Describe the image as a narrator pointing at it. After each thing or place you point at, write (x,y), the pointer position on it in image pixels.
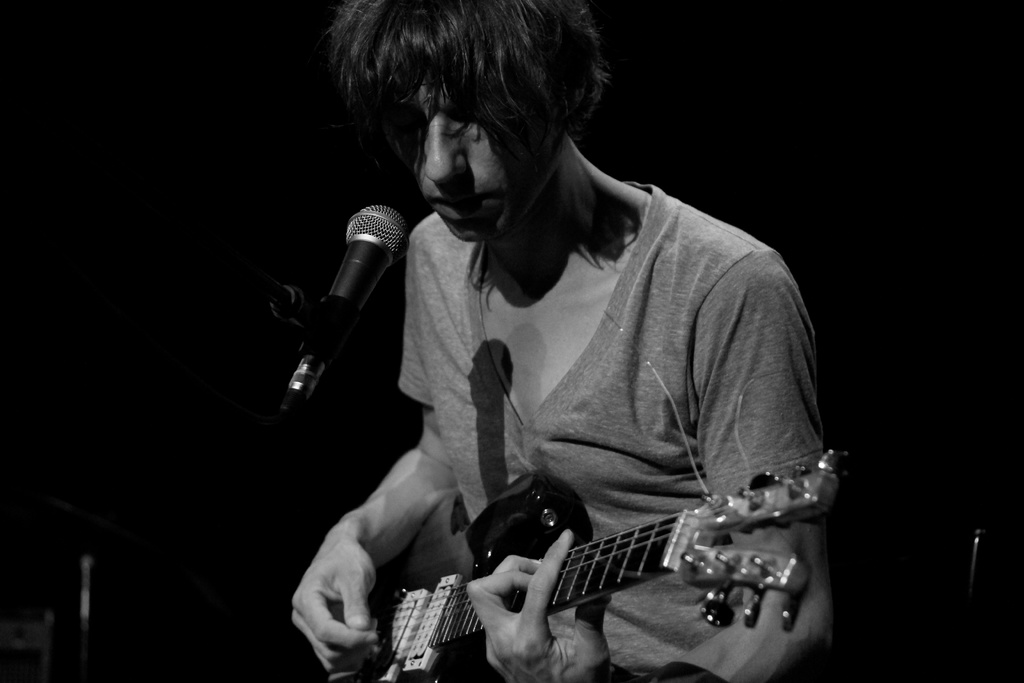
In this picture we can see a man (465,16) who is playing guitar (549,545). And this is mike (380,241).
